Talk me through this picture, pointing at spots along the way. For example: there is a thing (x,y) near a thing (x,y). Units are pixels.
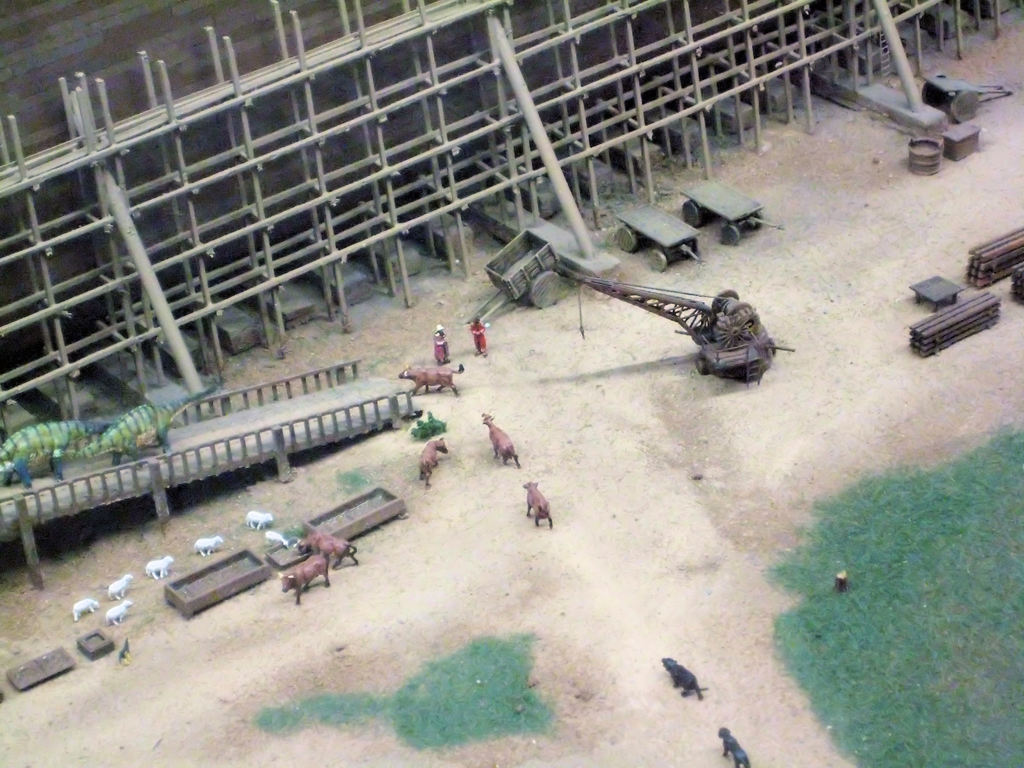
In this picture I can see toys (129,422), poles (38,171), wall (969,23), grass (975,527) and some other objects (357,527).
